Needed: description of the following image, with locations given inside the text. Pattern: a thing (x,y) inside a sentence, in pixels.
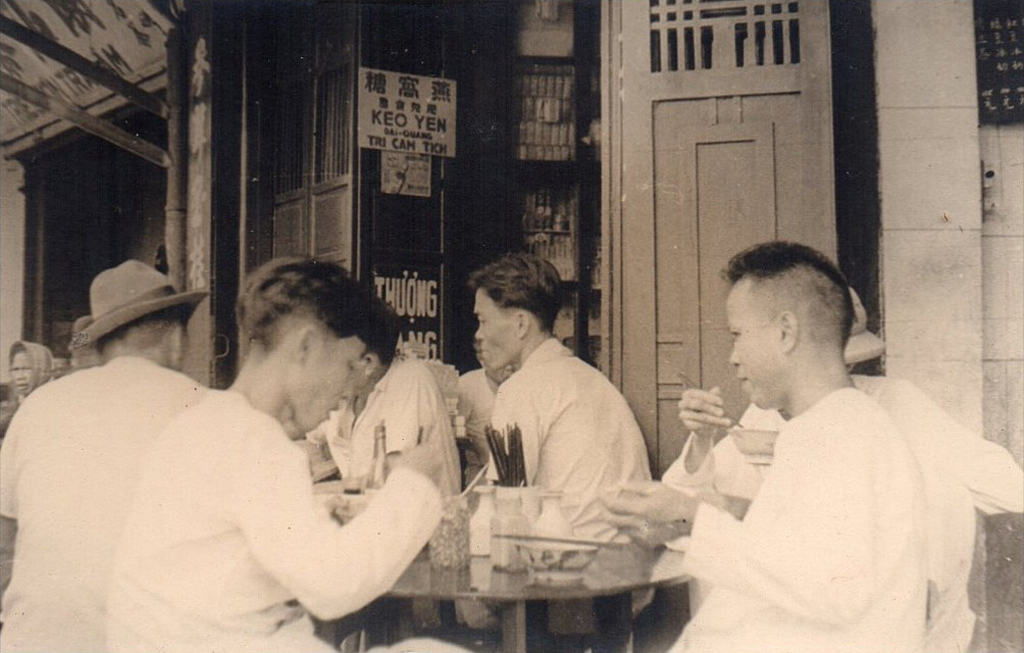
This is a black and white image. In this image we can see people (603,478) sitting on chairs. In the background of the image (464,348) there is a house (212,76) with doors (624,151) and boards (380,118) with some text (444,151).
